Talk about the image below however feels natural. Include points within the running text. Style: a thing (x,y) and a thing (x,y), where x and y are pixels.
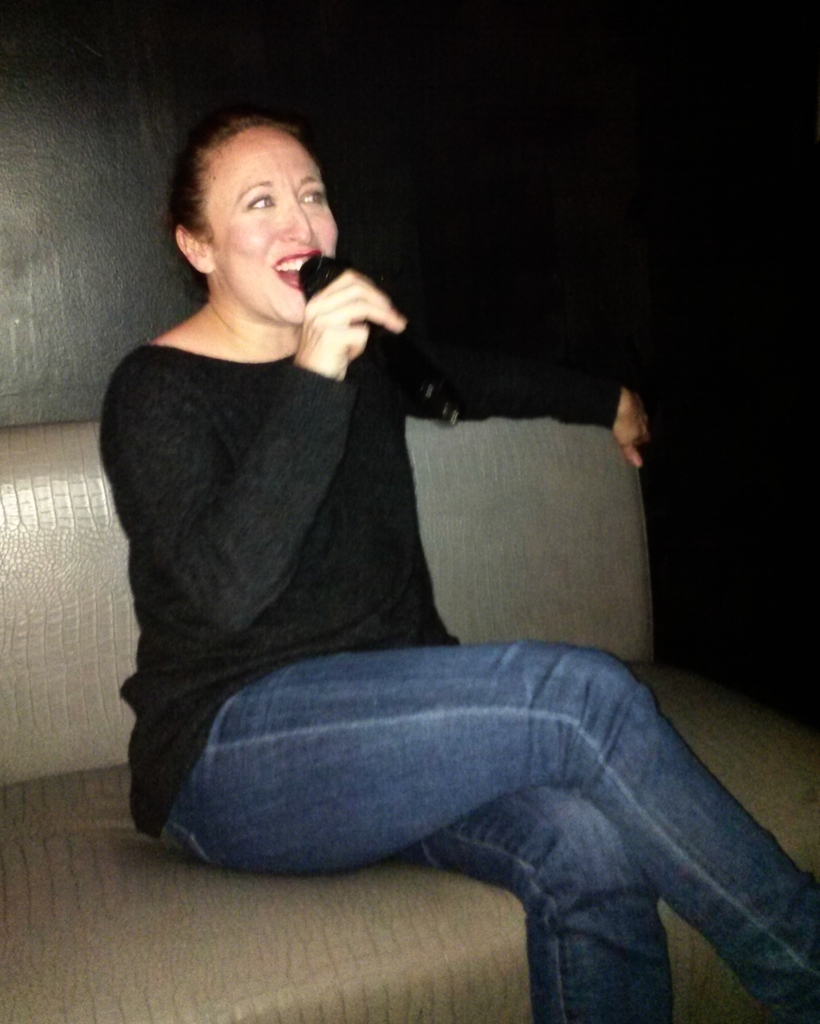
On the left side (193,568), there is a woman (219,472) in black color t-shirt (354,472), sitting on a sofa (78,662), holding this sofa (583,432) with a hand (631,416), holding a mic (321,275) with a hand (323,317) and speaking. And the background (693,101) is dark in color.
